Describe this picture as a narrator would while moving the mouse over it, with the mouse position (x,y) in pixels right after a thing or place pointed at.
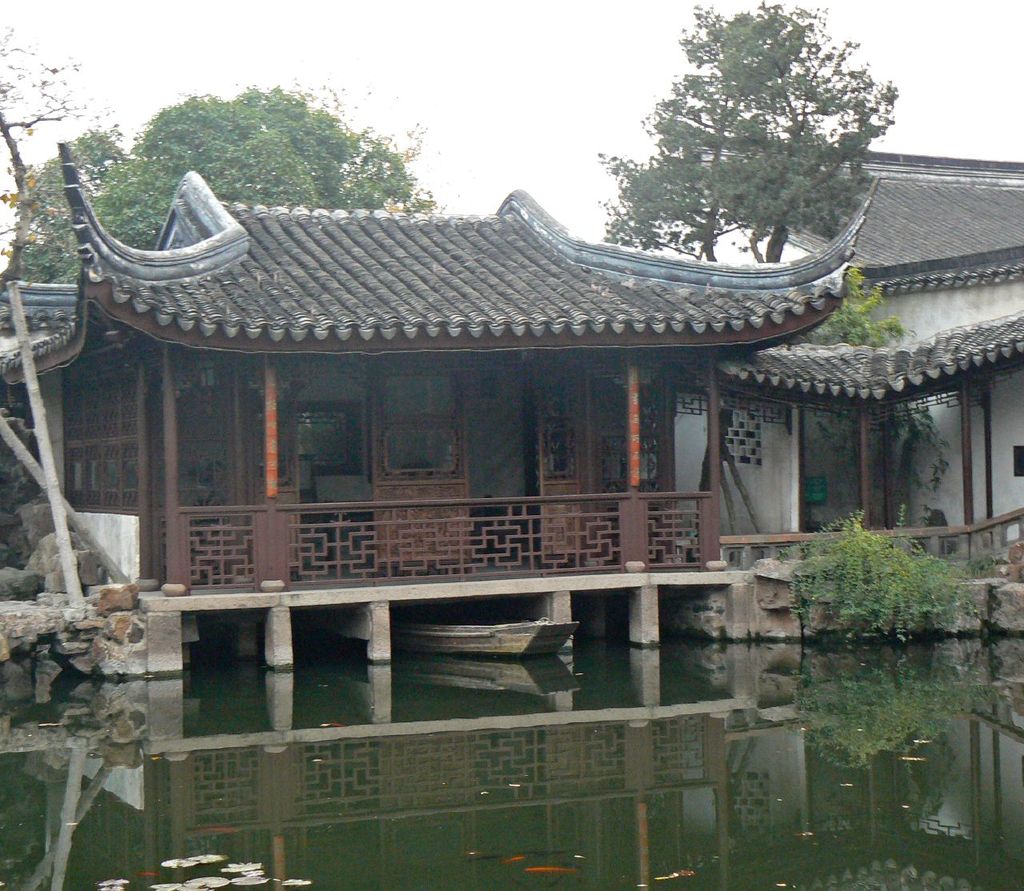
In this picture we can see few houses (449,427), trees (772,166), rocks (12,462) and a boat (486,640) on the water (495,775).
